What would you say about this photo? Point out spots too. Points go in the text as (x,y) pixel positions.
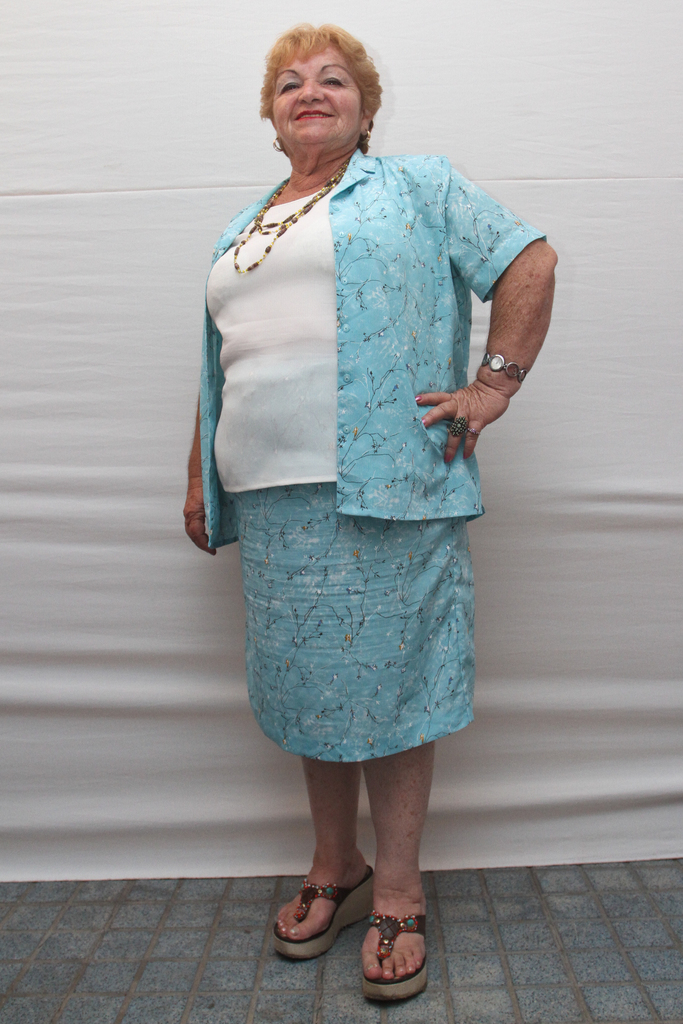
In this image, we can see a lady (314,625) standing. We can also see the ground (152,998). We can see the white background (481,92).
